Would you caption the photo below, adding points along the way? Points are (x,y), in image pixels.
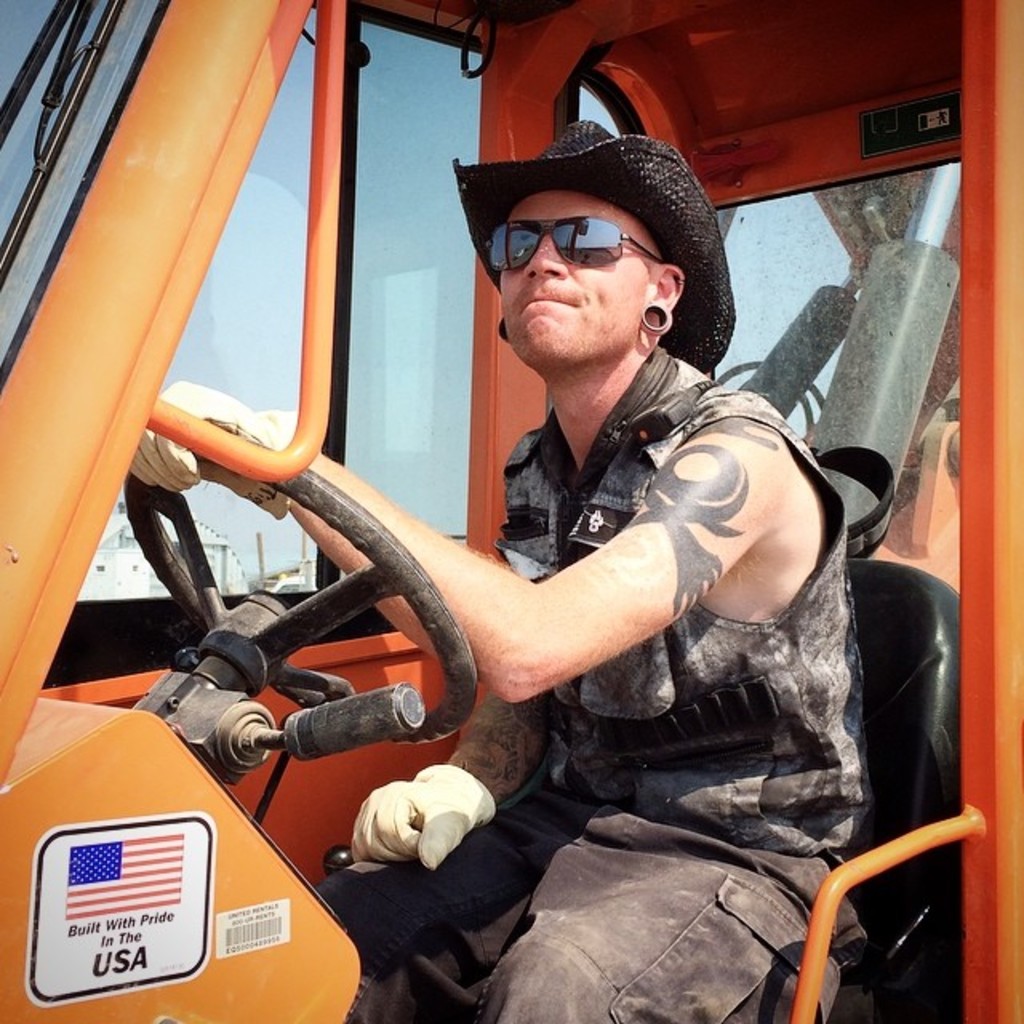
In the middle of the image (643,532) a man (706,350) is sitting on a vehicle (58,641). Behind him there is sky (394,98).
